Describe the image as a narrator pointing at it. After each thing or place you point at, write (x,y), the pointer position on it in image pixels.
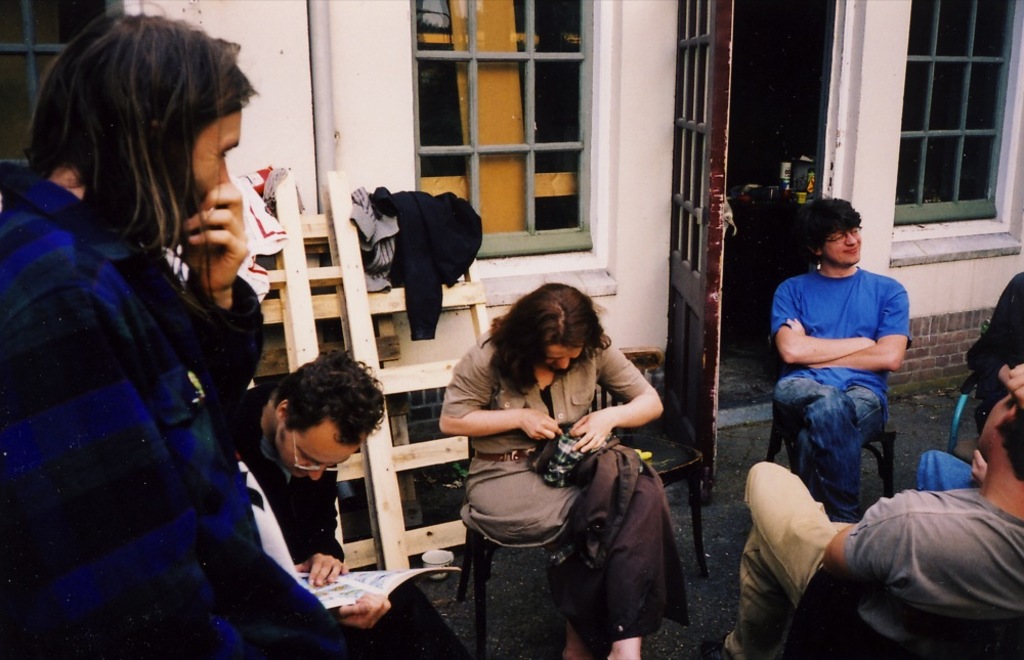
In this image I can see a person (106,413) standing on the left (167,557). People (476,502) are sitting. There is a wooden frame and a building (556,152) at the back (630,160) which has windows (548,48) and a door (668,364) which is open.
